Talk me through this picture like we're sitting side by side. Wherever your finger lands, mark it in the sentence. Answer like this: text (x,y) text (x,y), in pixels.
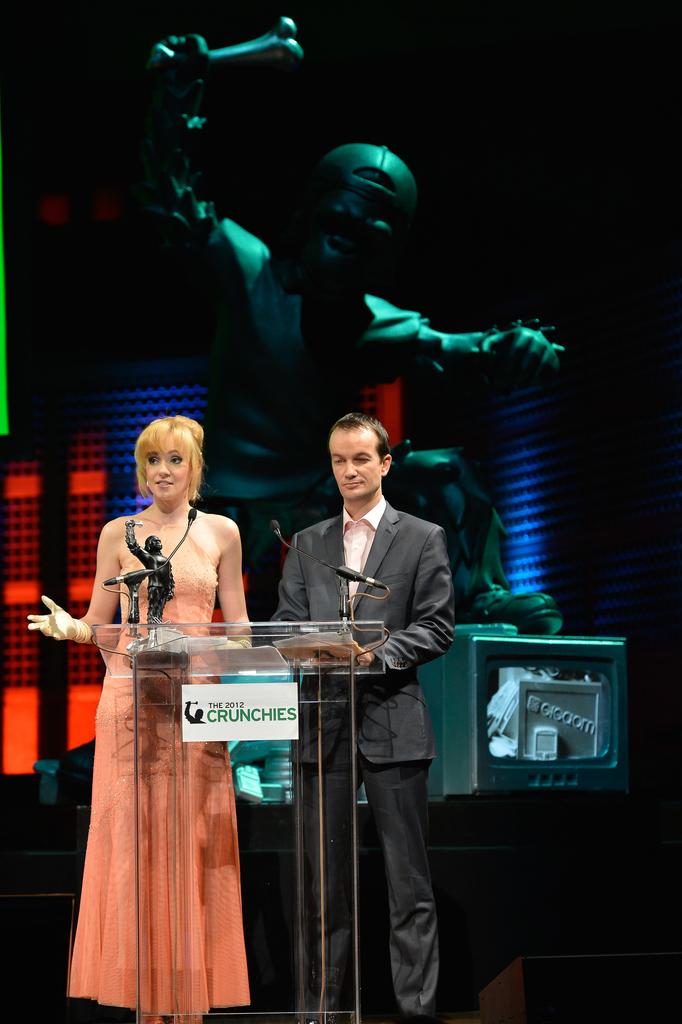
In this image I can see the glass podium (258,860) and behind it I can see a woman (154,796) wearing orange colored dress (154,796) and a person (404,649) wearing black colored blazer (399,705) and black colored pant (392,805) are standing. On the podium (324,726) I can see few papers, few microphones (333,569) and a black colored object (150,576). In the background (328,174) I can see a huge statue (352,389), a green colored box (510,650) and the dark background (101,140).
